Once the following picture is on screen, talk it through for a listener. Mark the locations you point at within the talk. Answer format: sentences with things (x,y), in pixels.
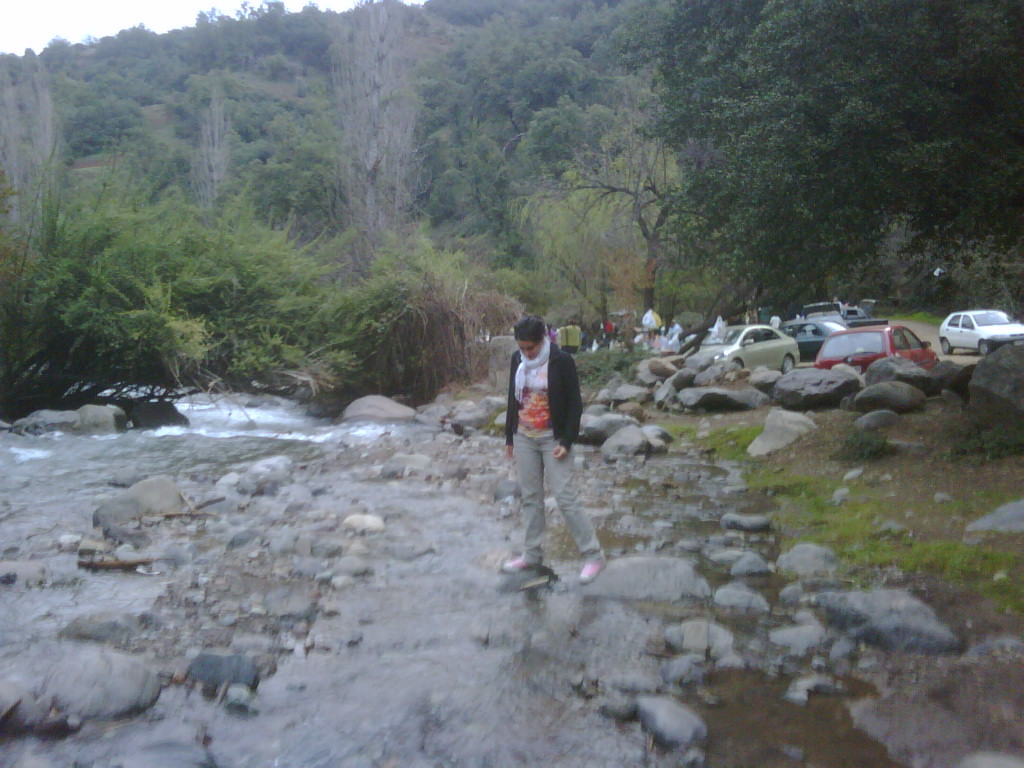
In this picture there is water (3,531) and rocks (180,520) at the bottom side of the image (409,621) and there are cars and other people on the right side of the image (790,315), there are trees (496,154) at the top side of the image (646,154).
